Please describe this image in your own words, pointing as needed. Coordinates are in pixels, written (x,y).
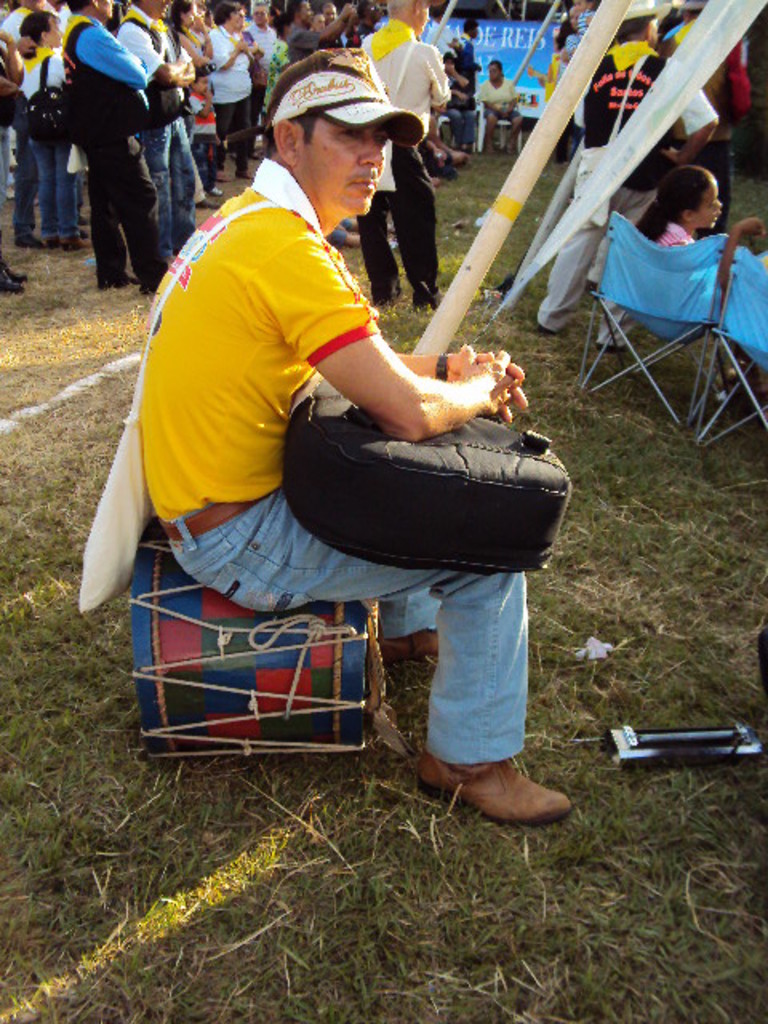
In this image there is a person (423,403) with a bag (450,440) is sitting on the drum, and there are group of people (669,185) sitting on the chairs (759,414), there are group of people (442,60) standing, and there is a banner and some other objects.
